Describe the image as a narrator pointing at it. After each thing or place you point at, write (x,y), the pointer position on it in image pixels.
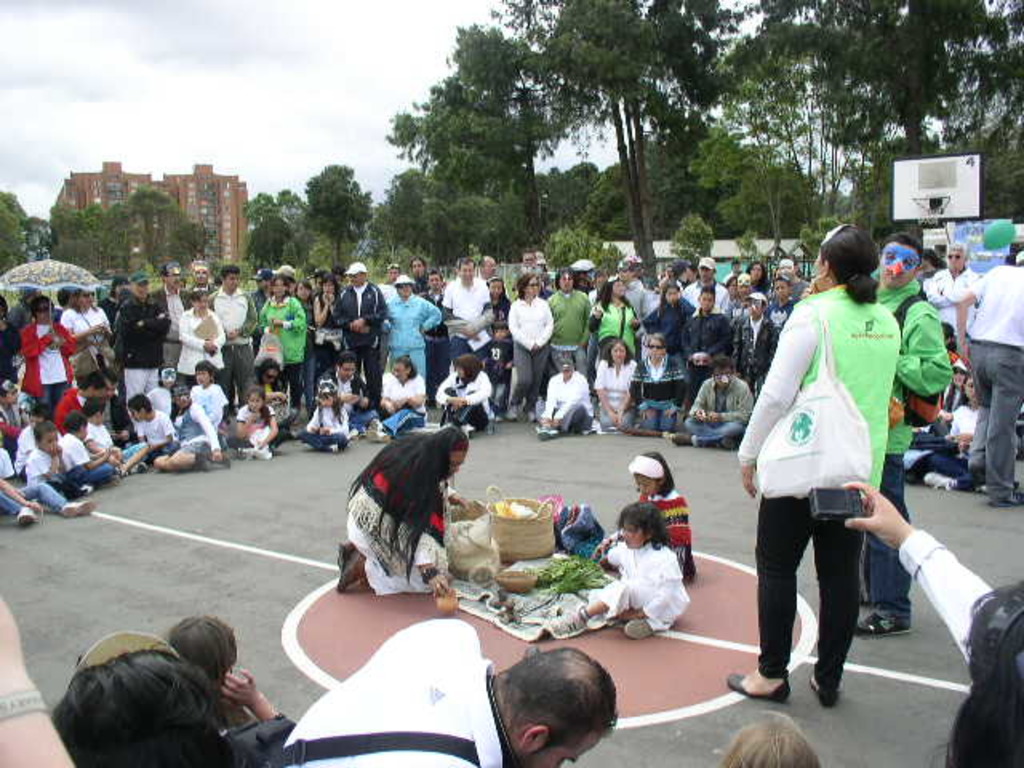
There is a court (185,557) on which, there are persons (105,308) some of them are standing and remaining sitting on the court (826,767) around the three persons (376,479) who are in the white color circle (721,583) near two persons (917,366) who are standing on the court (791,705). In the background (791,228), there are trees (516,214), buildings (130,192) and there are clouds (262,64) in the sky (331,45).
